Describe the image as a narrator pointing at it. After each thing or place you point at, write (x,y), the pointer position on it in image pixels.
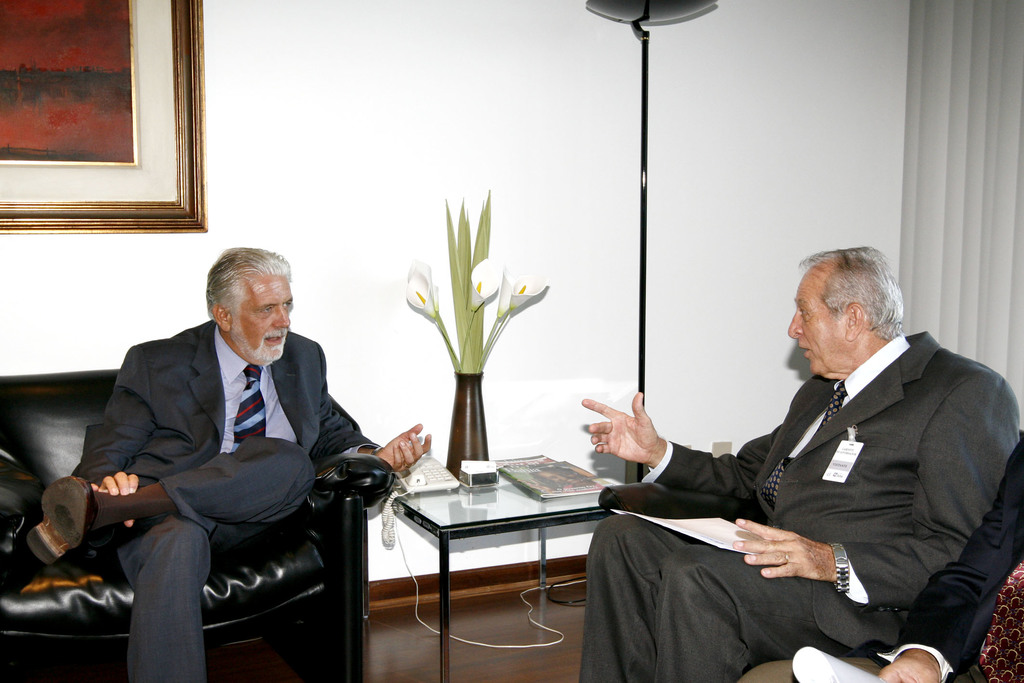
These two persons (966,400) sitting on the chairs (248,565) and talking and this person (713,555) holding papers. We can see flower (462,313), telephone (433,460), book (556,481) on the table (442,546). In the background (462,112) we can see wall (383,72), frame (23,131). This is floor (529,664).
